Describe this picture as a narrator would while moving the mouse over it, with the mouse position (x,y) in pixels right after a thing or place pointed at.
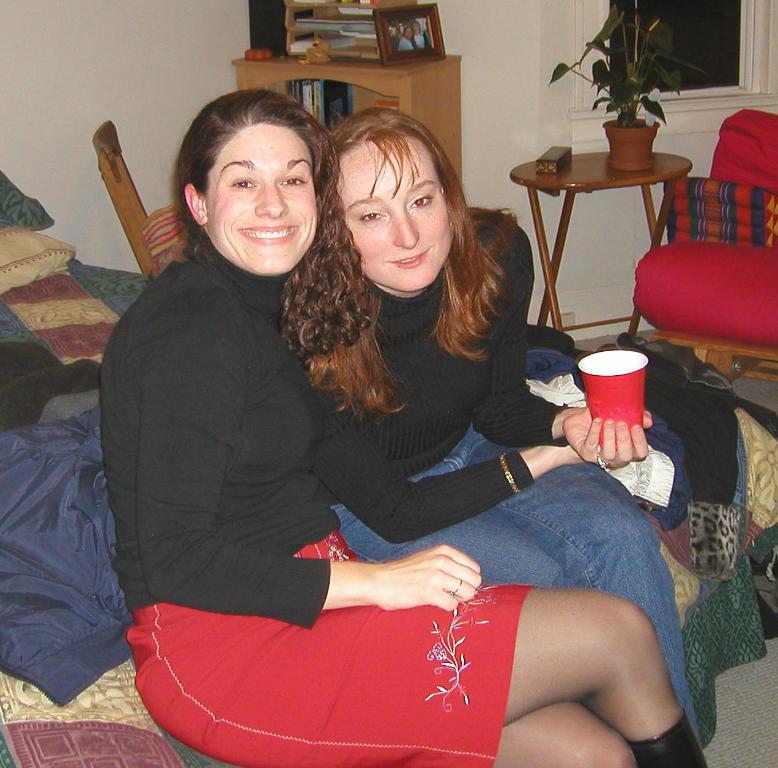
In this Image I see 2 women (461,469) who are sitting on the couch (158,724) and both of them are smiling. I can also see this woman (625,567) is holding a cup (592,357), In the background (646,170) I see a table (557,242) on which there is a plant (594,71) and I see a table (447,65) over here and I see a window (600,60).
